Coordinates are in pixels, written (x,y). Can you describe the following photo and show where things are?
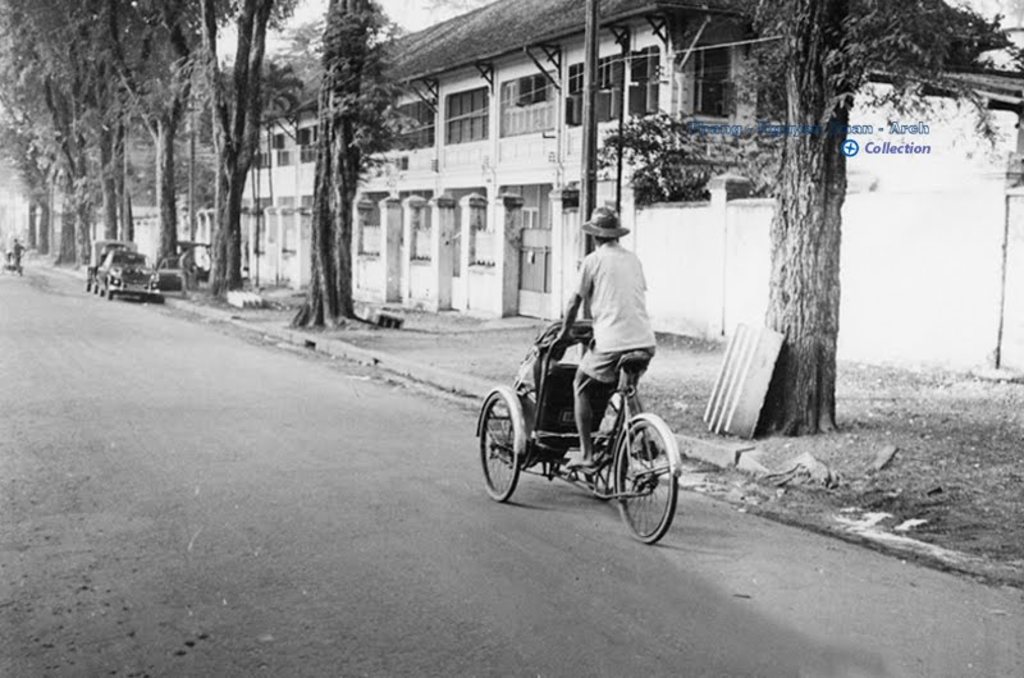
In this picture we can see a person (580,303) is riding a tricycle (538,402) on the road (197,449), in the background (442,200) we can see couple of buildings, cars (152,267) and trees (200,68).
